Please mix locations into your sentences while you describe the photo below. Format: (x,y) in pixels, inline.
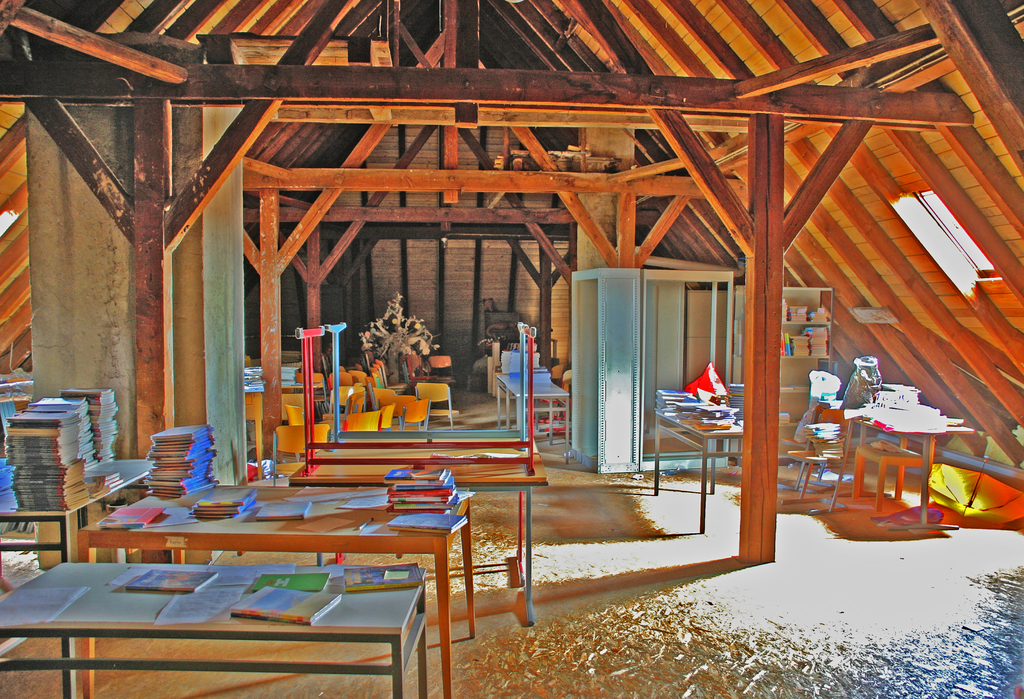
This is an edited image. In the foreground (315,603) left there are tables (352,632), on the tables (125,470) there are books (211,515). This is a wooden house (540,204). In the background (404,375) there are many chairs (394,407). On the middle (649,331) right there are tables (718,433) chairs (870,453), books (723,417) and racks (707,335). On the right (957,235) there is a window (962,242). Floor (673,574) is covered with dust (826,647).
